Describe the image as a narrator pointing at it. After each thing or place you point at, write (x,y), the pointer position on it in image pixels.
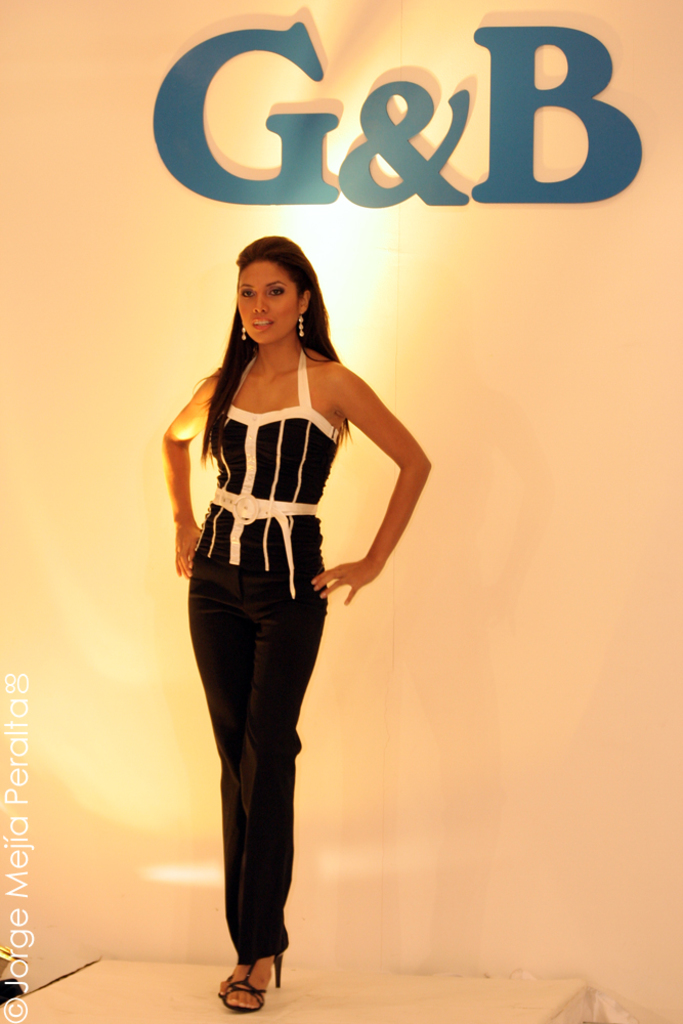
In this image I can see a woman (237,537) is standing. In the background (169,204) I can see a logo (377,121) on a white color wall (505,311). Here I can see a watermark (16,824).
